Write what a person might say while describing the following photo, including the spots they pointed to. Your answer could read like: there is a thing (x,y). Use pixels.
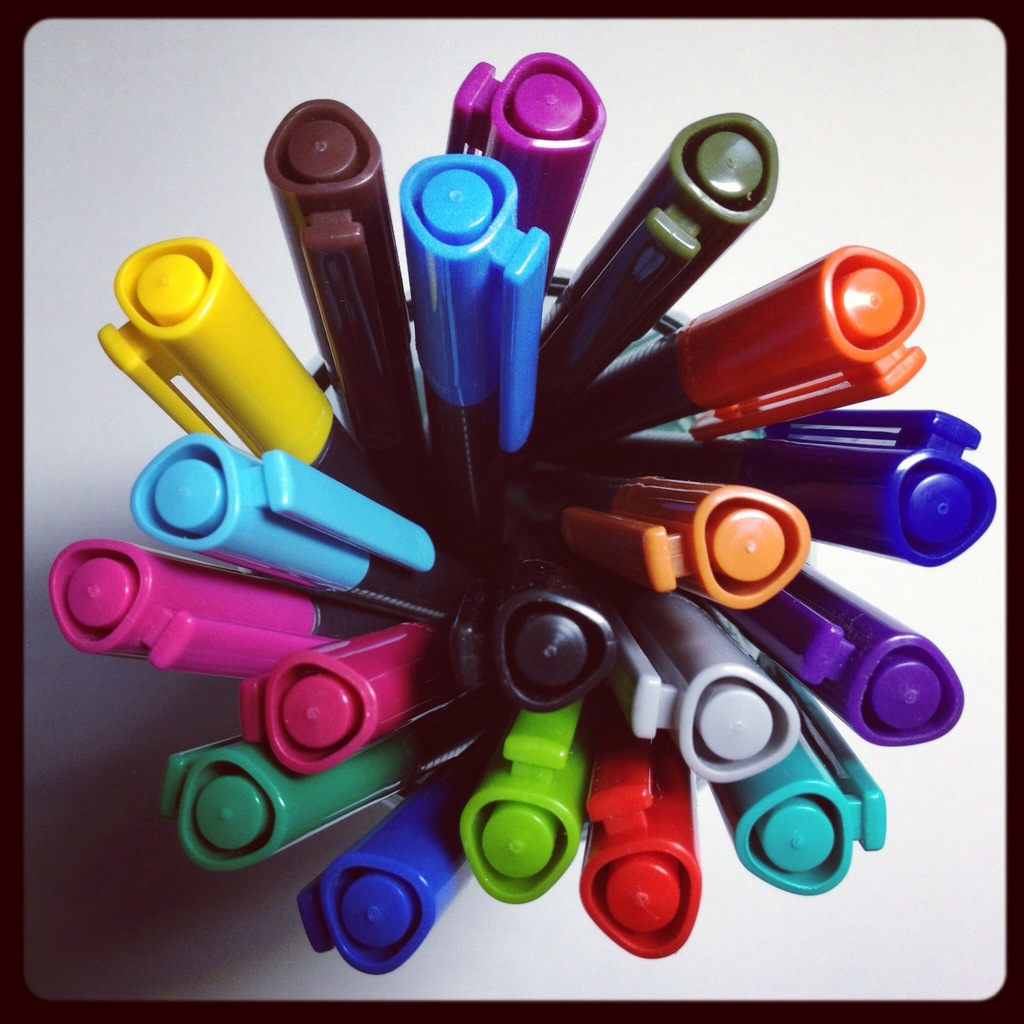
In this image we can see there are many markers (403,573) in a stand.
